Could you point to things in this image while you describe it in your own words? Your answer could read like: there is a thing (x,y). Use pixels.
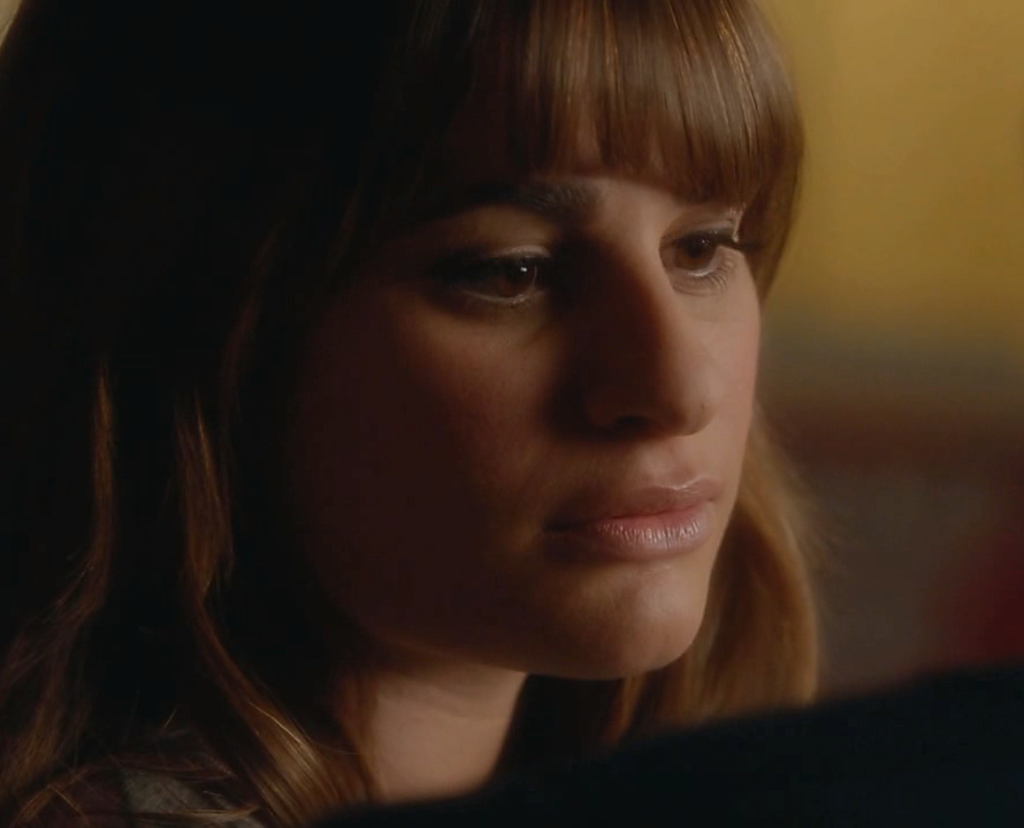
There is a woman (552,36) watching something. And the background (957,525) is blurred.
